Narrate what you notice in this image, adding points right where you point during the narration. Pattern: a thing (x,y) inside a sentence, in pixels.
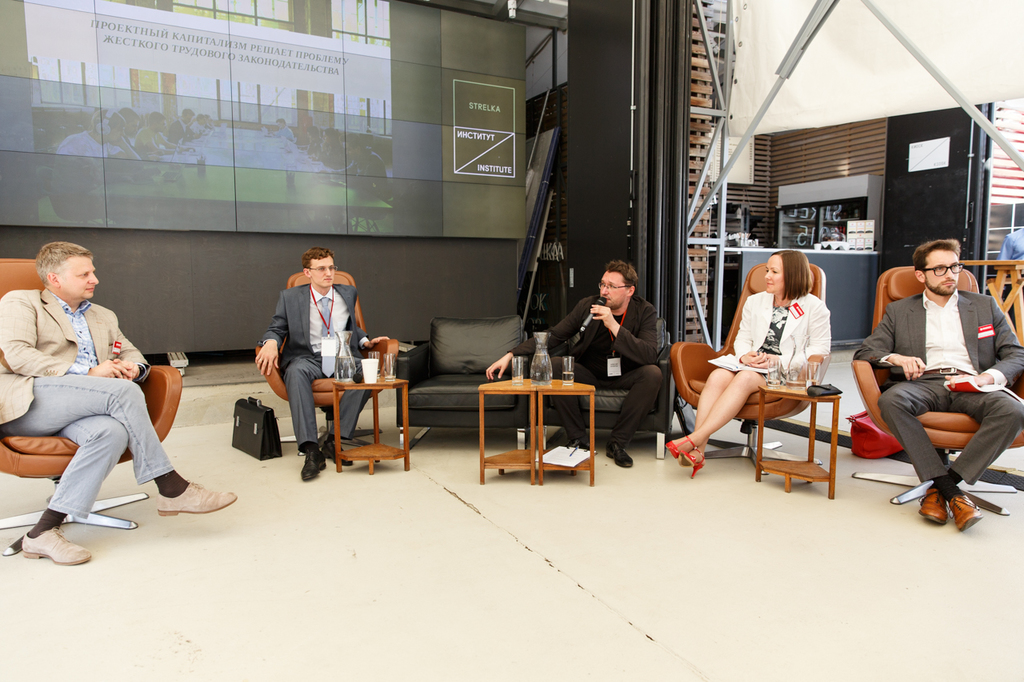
In this image I can see the group of people (744,397) sitting. There is a table (593,443) and bag (241,451) on the floor (402,521). In the background (404,114) there is a board (422,225).
